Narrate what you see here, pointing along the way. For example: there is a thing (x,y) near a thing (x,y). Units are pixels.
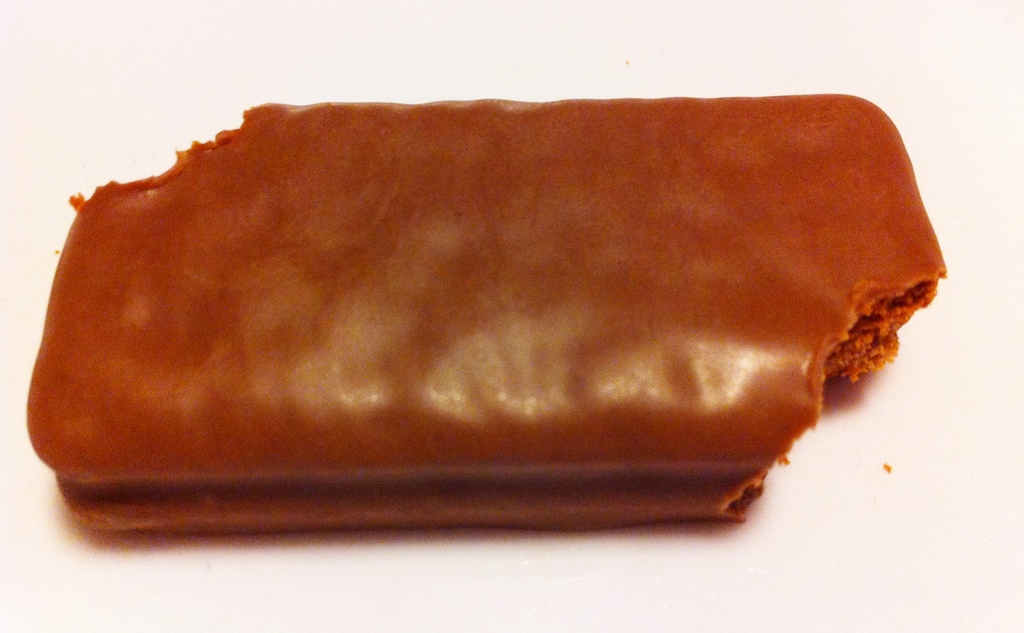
In this given image, I can see a half eaten chocolate (590,334).
